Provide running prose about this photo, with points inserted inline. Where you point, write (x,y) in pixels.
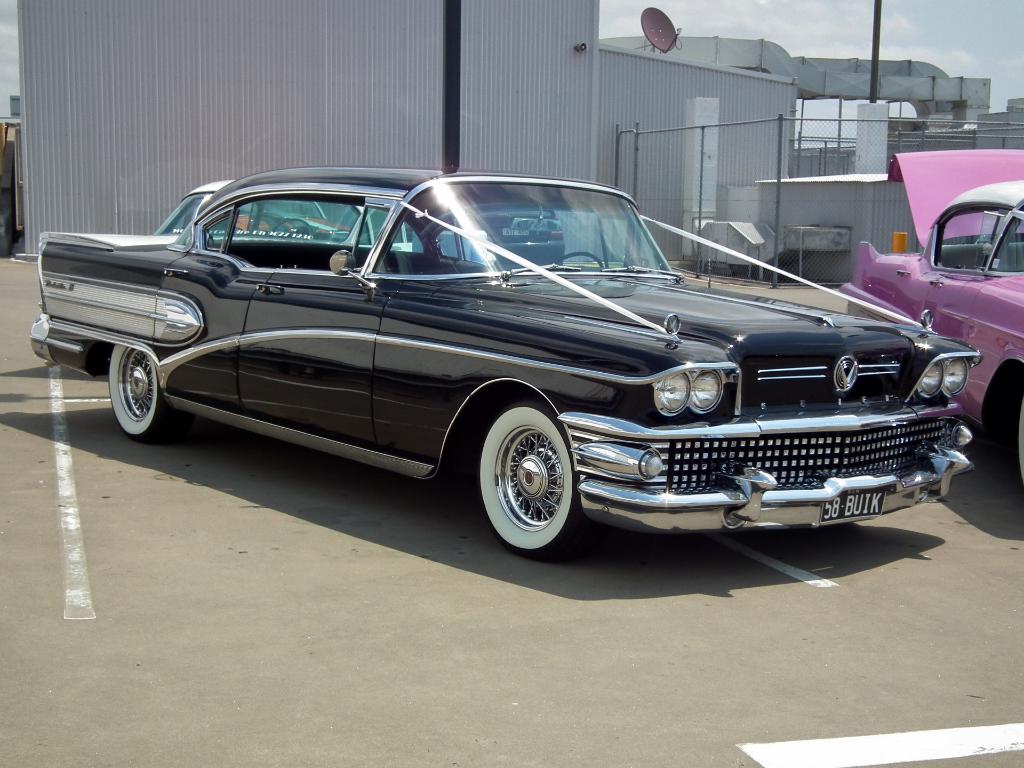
In the foreground of this image (529,380), there are three cars (539,336) on the road (619,649). In the background (844,191), it seems like a shelter (729,138), antenna dish (653,30) on it, a pole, fencing (871,147), sky (882,35) and the cloud (786,24).
